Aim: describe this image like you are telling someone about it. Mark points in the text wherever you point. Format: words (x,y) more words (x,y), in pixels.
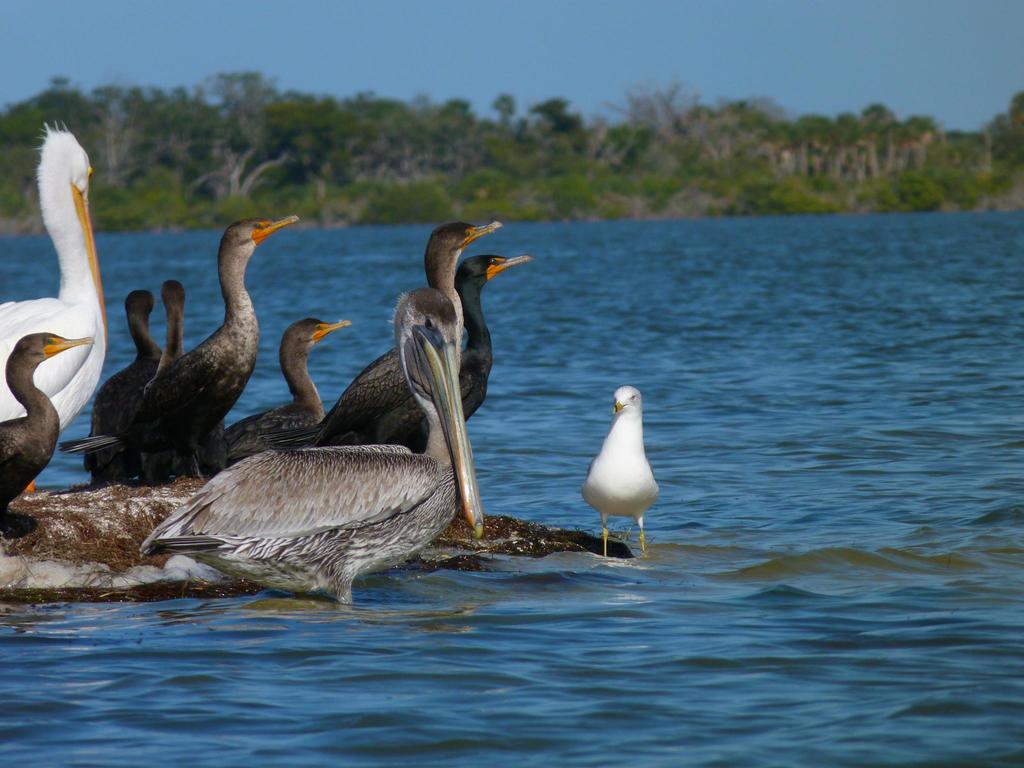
In the image we can see there are many birds (234,482) of different colors. Here we can see the water (845,375), trees (366,151), plants (366,151) and the sky (426,27).
